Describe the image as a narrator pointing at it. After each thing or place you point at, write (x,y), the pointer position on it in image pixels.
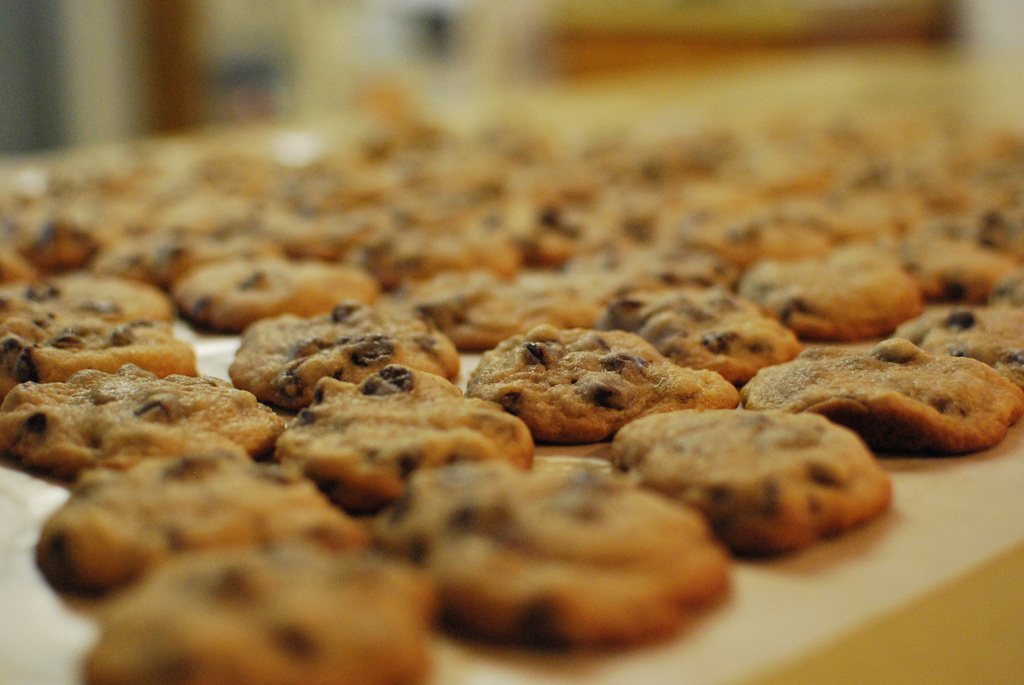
In this image we can see cookies (600,248) placed on the tray (797,609).
